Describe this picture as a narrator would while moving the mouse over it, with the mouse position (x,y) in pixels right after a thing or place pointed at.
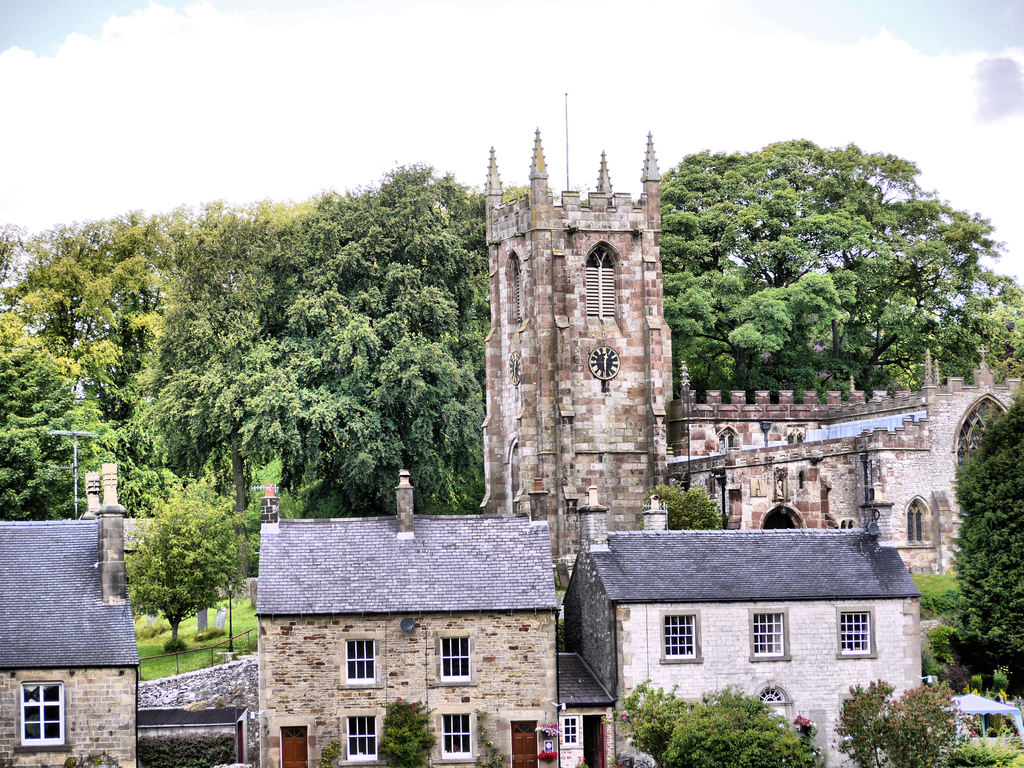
In the picture I can see few buildings (654,557) and there is a clock tower (591,397) behind it and there are few trees (898,270) in the background (464,374) and the sky (351,103) is cloudy.
